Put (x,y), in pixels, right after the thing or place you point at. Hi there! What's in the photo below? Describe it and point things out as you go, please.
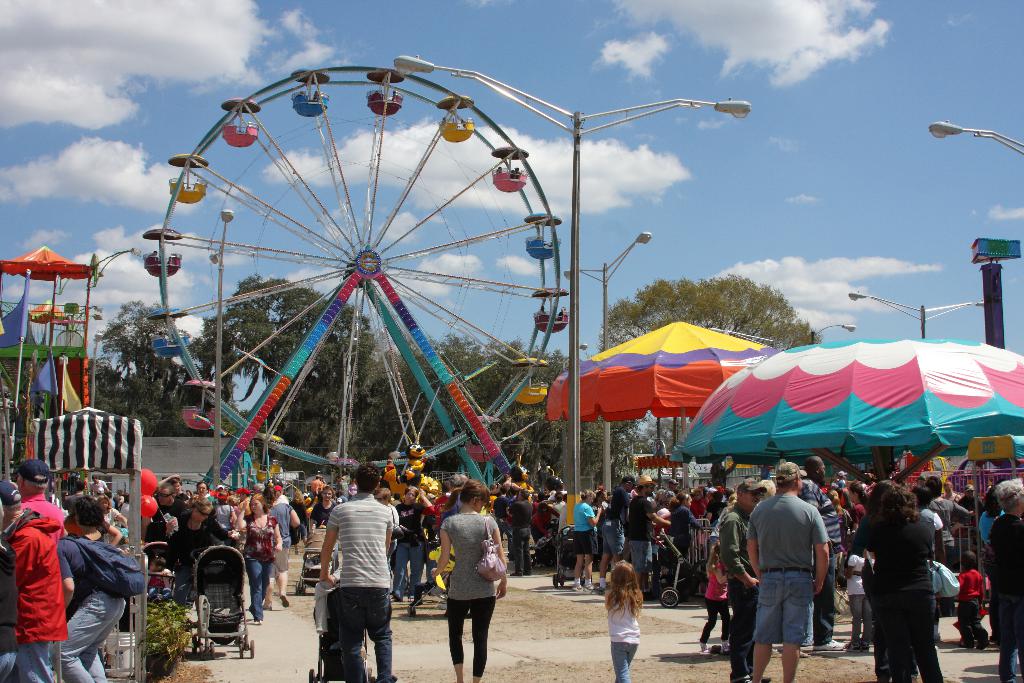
In this image we can see a giant wheel (487,443) and also rides (916,395) with tents (835,387). We can also see the flags (69,387), baby trolleys (316,560) and also light poles (569,522) and trees (550,368). At the top (991,202) there is sky (821,144) with the clouds (786,263) and at the bottom (457,538) we can see many people (768,591) on the road (569,641).
